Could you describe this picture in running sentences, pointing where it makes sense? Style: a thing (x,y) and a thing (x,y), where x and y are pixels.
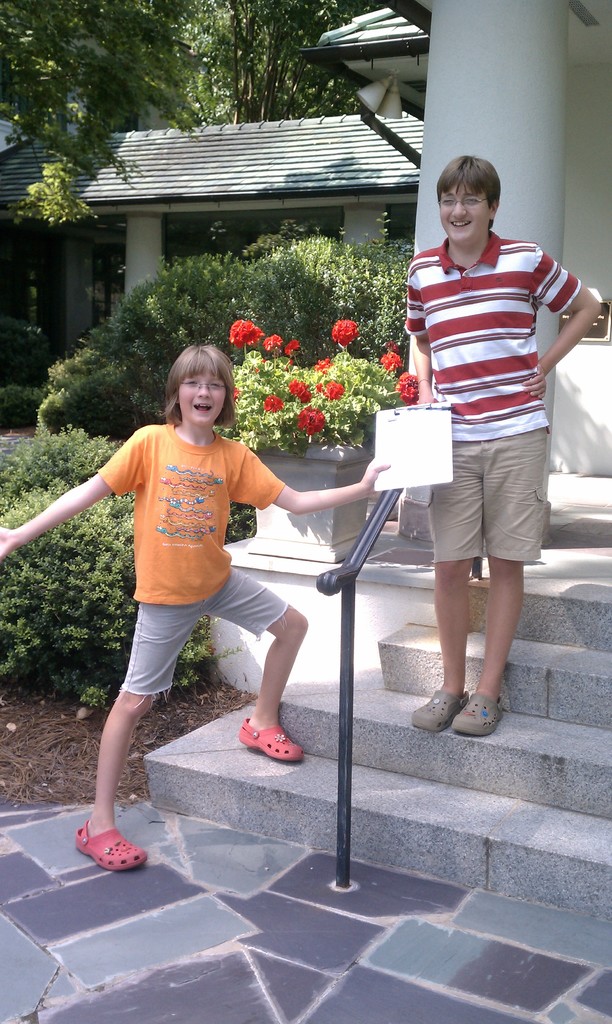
In this image we can see a boy (460,377) and a girl (109,728) are standing on the stairs (384,738). At the bottom of the image (318,1001), we can see the floor (387,980). In the middle of the image (359,546), we can see plants (30,552), flowers (314,423), railing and a house (219,167). In the background (335,81), we can see the trees (104,101).
